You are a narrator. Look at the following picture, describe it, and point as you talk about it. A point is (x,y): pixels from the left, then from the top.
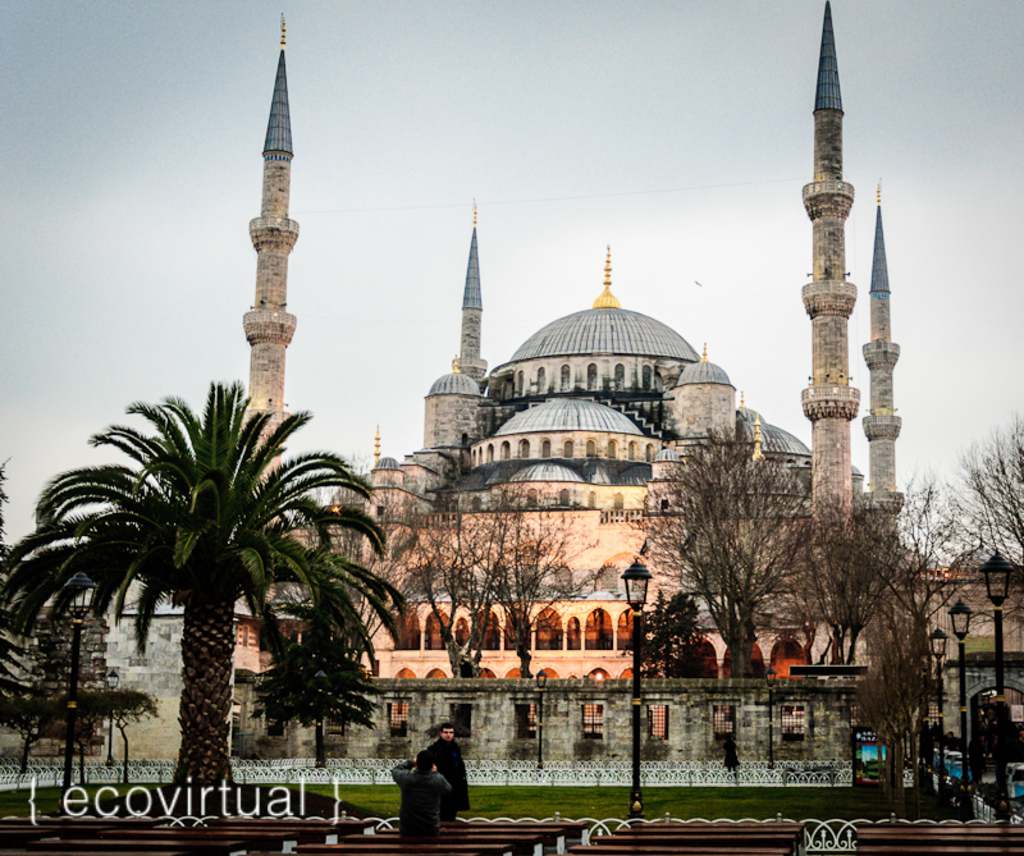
There are two persons (451,756) standing near benches (586,843). On the left side (190,792), there is watermark (223,793). In the background (193,612), there are trees (121,584), there is grass (841,793) on the ground (841,793), there is wall (132,733), there are towers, there are buildings (519,392) and there is sky (492,119).
